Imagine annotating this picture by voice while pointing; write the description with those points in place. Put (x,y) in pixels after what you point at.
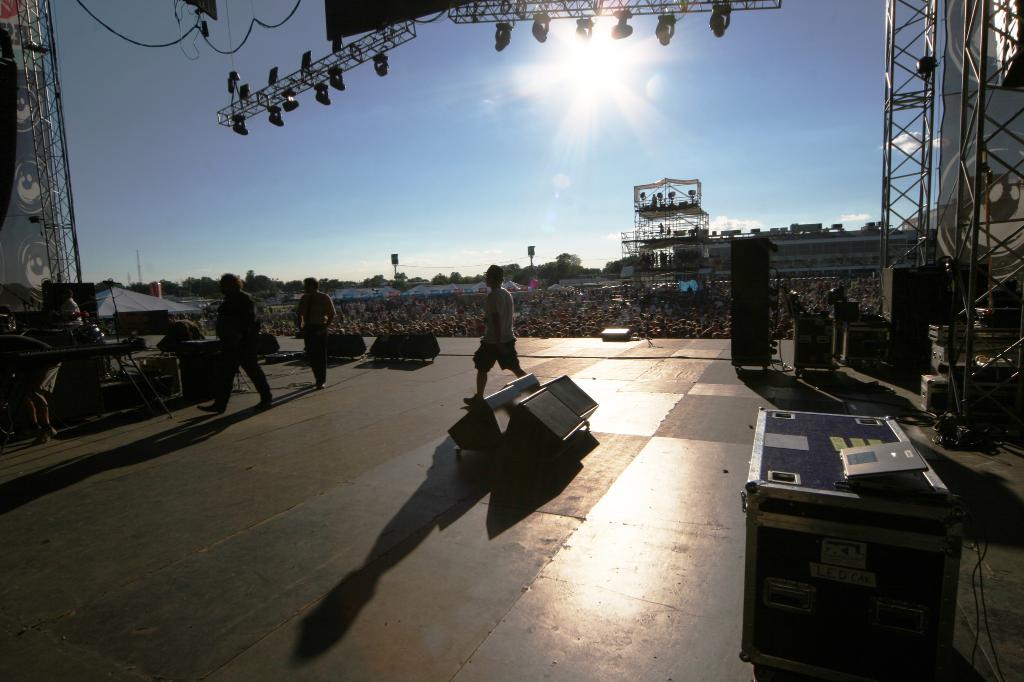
In this image we can see three persons (221,312), speakers (746,314) and few objects (946,319) on the stage (817,406), there are lights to the metal rods (279,101) on the top (276,117) and there are few trees (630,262), building (730,265) and the sky (284,157) in the background (398,160).
